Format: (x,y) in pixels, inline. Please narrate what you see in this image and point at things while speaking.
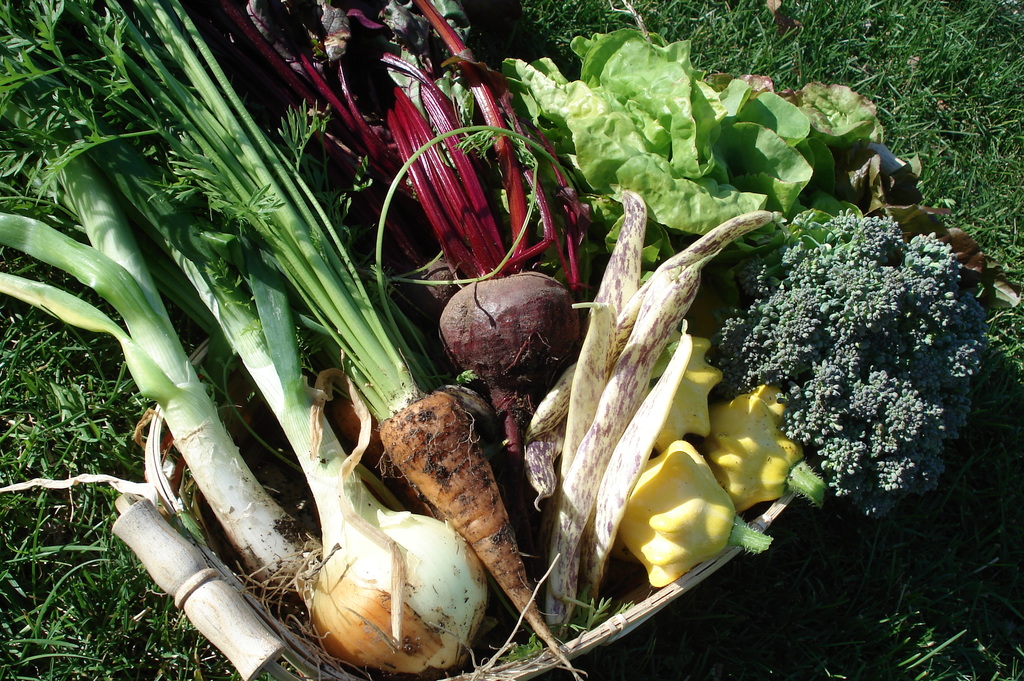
In this picture we can see vegetables (419,593) on the grass (950,94) such as carrots (473,457), beetroot (525,286) and leaves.
